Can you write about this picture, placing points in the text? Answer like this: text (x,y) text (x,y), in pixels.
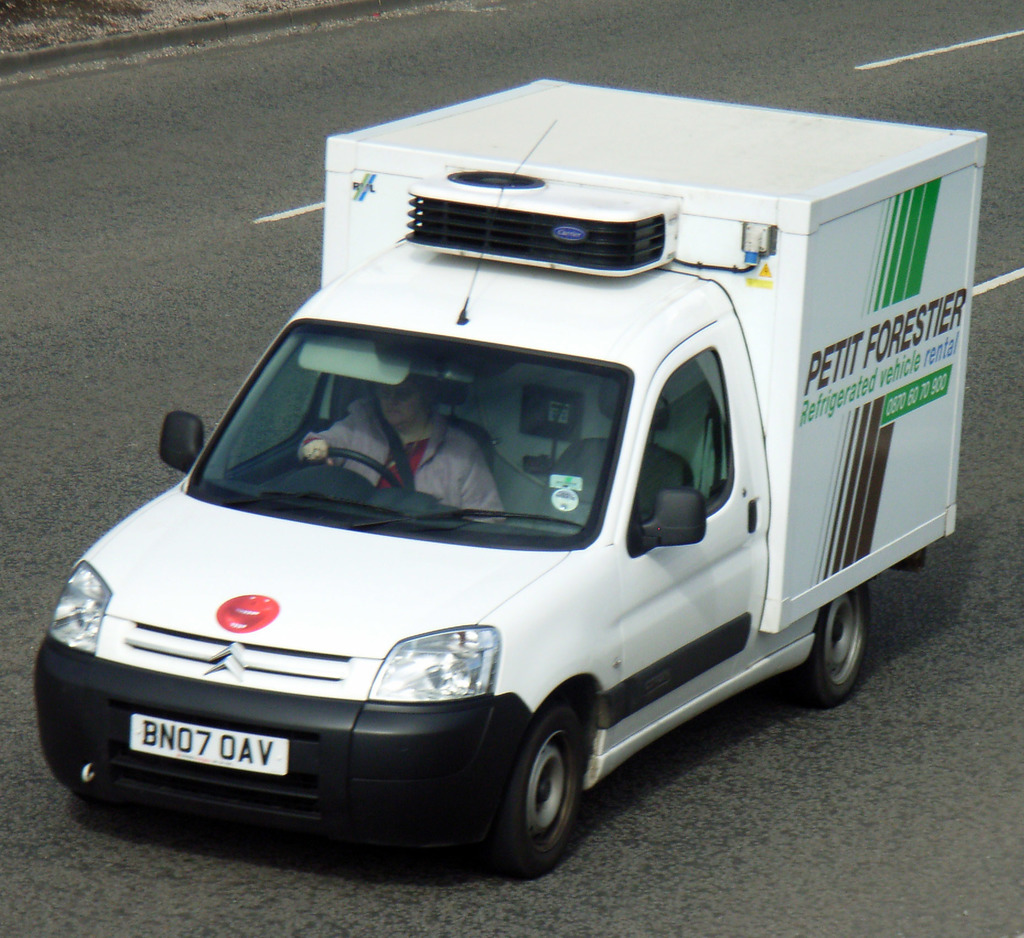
In this image I see a truck (453,274) which is of white in color and I see few words (890,358) written over here and I see that there is a person (445,424) who is sitting and holding the steering wheel (334,455) in one hand (312,460) and I see the road (65,180) on which there are white lines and I see the number plate (190,722) over here.
